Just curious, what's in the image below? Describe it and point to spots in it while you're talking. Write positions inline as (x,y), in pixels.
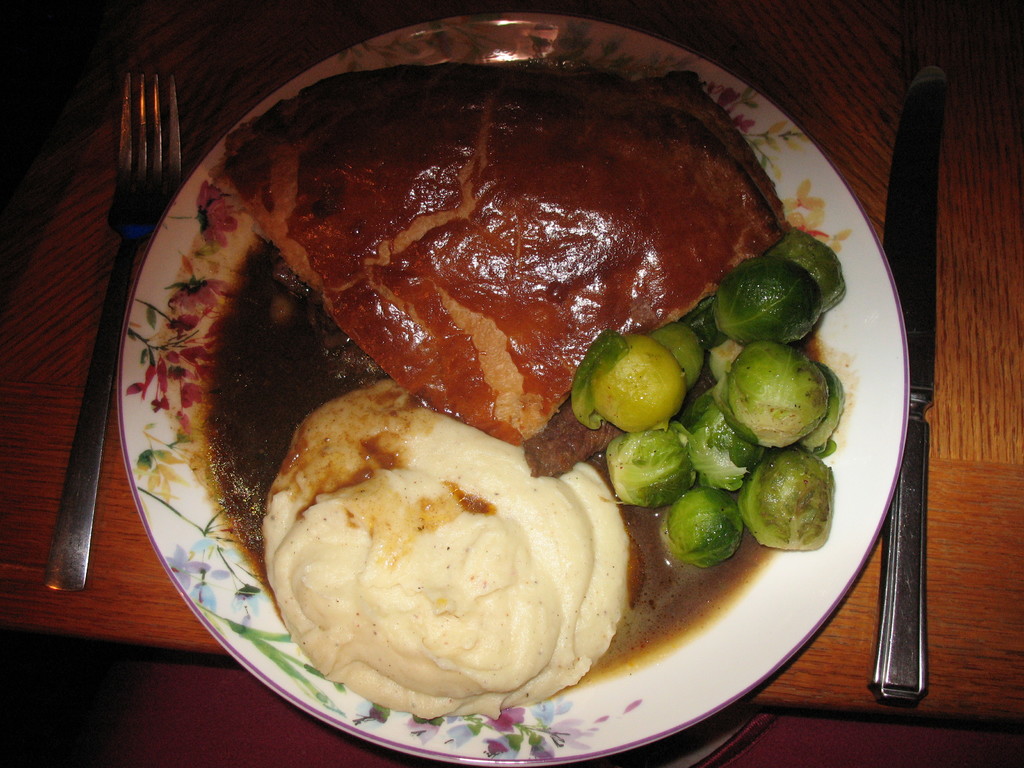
In the picture we can see a wooden table (968,519) on it, we can see a plate (851,519) on it, we can see a bread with some white color food (515,608) and besides, we can see some brussels sprouts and soup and beside the plate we can see a fork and a knife (912,330).
